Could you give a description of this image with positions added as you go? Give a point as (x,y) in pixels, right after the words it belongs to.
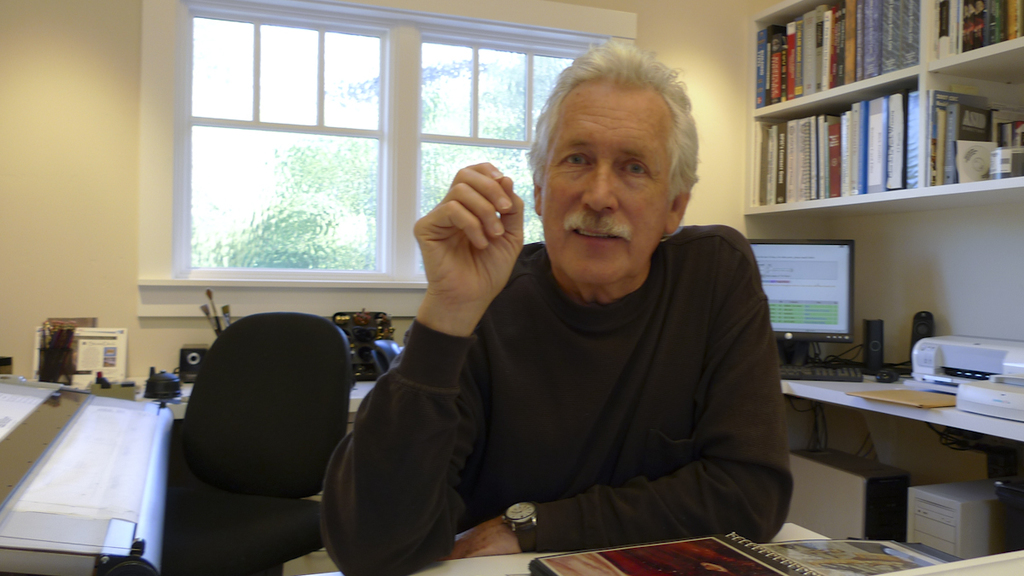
This picture is clicked inside the room (650,359). In front of the picture, we see a man (630,411) in black T-shirt (626,395) is sitting on the chair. In front of him, we see a table (514,559) on which books (594,561) are placed. Behind him, we see a black chair (263,469). Beside that, we see an object (137,466) in white color. On the right side (990,95), we see shelves (977,67) in which books (947,113) are placed. Below that, we see a table (955,412) on which printer (974,361), keyboard (815,370), monitor (832,341) and speakers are placed. Below that, we see a CPU (876,510). Behind him, we see a table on which some objects (163,380) are placed. Behind that, we see a white wall (59,248) and the window (254,168) from which we can see the trees (376,176).
